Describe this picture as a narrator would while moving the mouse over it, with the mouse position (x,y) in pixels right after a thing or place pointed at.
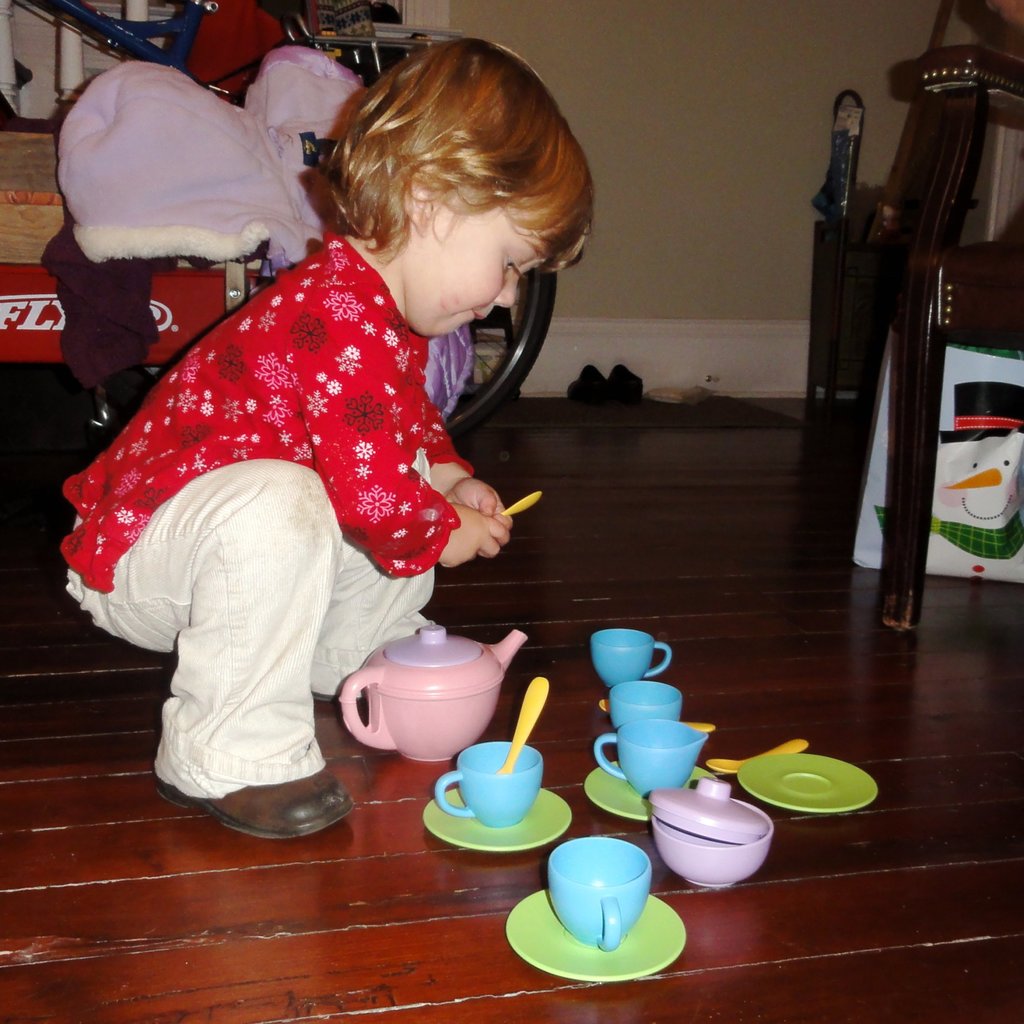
Here we can see a baby (286,480) is sitting on the floor (567,671) and here are the toys (619,780), and at side here is the bicycle (182,48), and here are the clothes (268,152), and here is the wall (735,202).
